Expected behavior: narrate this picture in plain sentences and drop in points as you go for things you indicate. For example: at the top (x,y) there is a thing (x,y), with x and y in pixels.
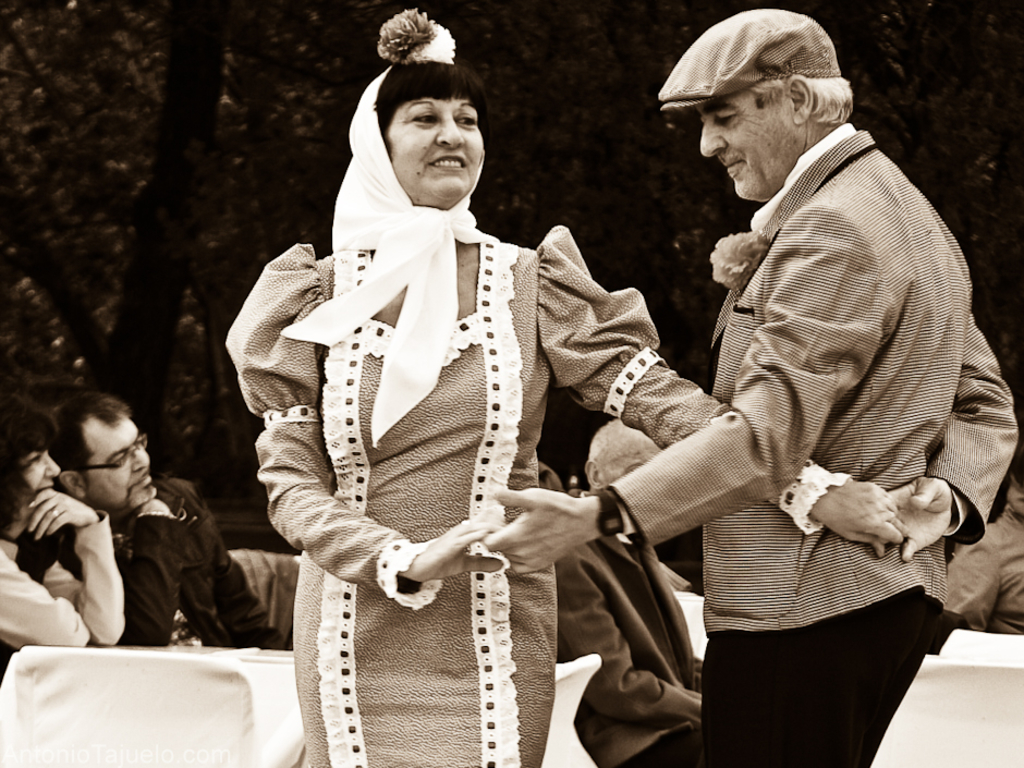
In this image there are two people (510,730) in the foreground (510,730). There are chairs (1004,706), tables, trees (213,183) and people (116,580) in the background (516,70).
